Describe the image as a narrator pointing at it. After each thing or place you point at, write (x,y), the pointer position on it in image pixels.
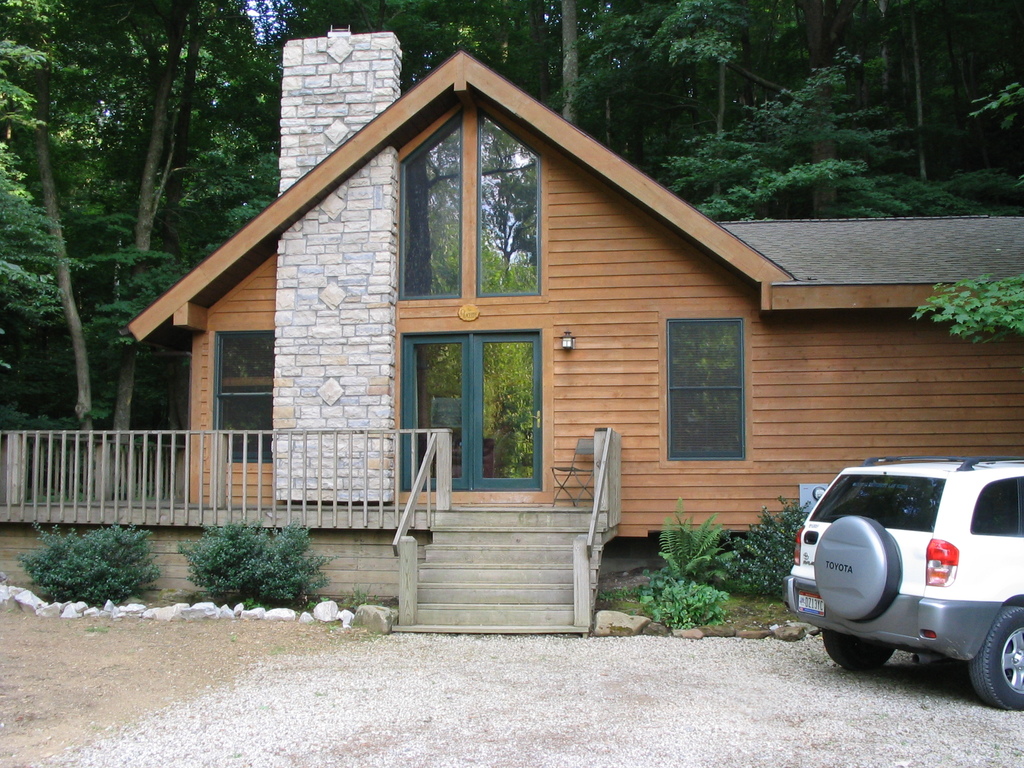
In this image there is a house (506,364) in the middle (545,368). In front of the house (523,468) there are steps (503,525). On the right side (925,529) there is a car (897,604) parked on the floor (912,672). In the background (841,138) there are tall trees (644,96). On the left side (17,480) there is a railing (178,480) around the house (276,333). At the bottom (231,558) there are plants (119,588). Beside the plants (119,588) there are stones (92,613) which are kept one beside the other.
